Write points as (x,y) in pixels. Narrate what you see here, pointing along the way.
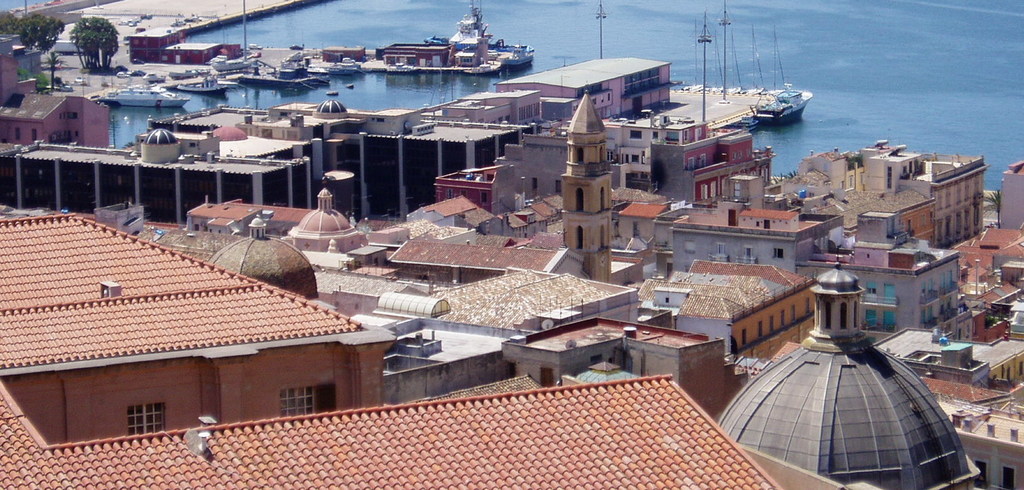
In this image in the front (11,307) there are buildings (654,279). In the background (931,41) there is water (764,71) and there are ships (509,57) on the water (436,91) and there are trees (78,45).
